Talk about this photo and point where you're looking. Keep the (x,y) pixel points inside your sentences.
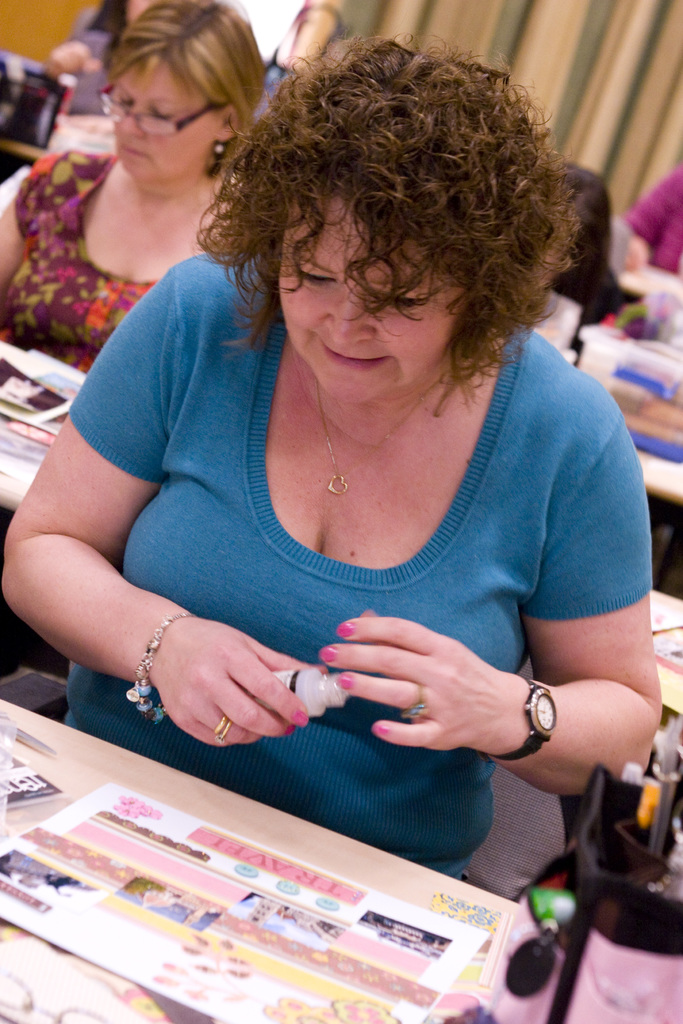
In this image, we can see a woman (278,684) is holding some object (313,707). At the bottom (230,861), we can see few things (139,875) and objects (391,899). Background (661,305) we can see few people (63,350), things (38,372).
